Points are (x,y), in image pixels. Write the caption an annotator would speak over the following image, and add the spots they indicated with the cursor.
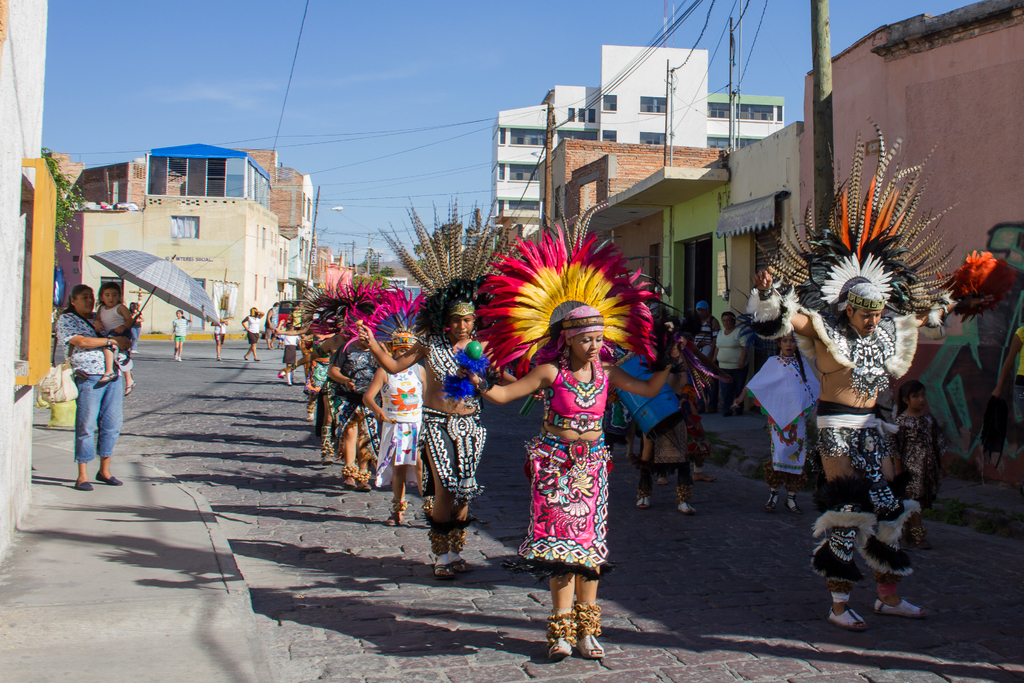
In this picture I can see the number of people (578,404) in costumes (568,387). I can see a woman (105,366) holding umbrella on the left side (94,359). I can see the buildings (286,208) on the left (306,246) and right side (708,172). I can see clouds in the sky (403,62).
